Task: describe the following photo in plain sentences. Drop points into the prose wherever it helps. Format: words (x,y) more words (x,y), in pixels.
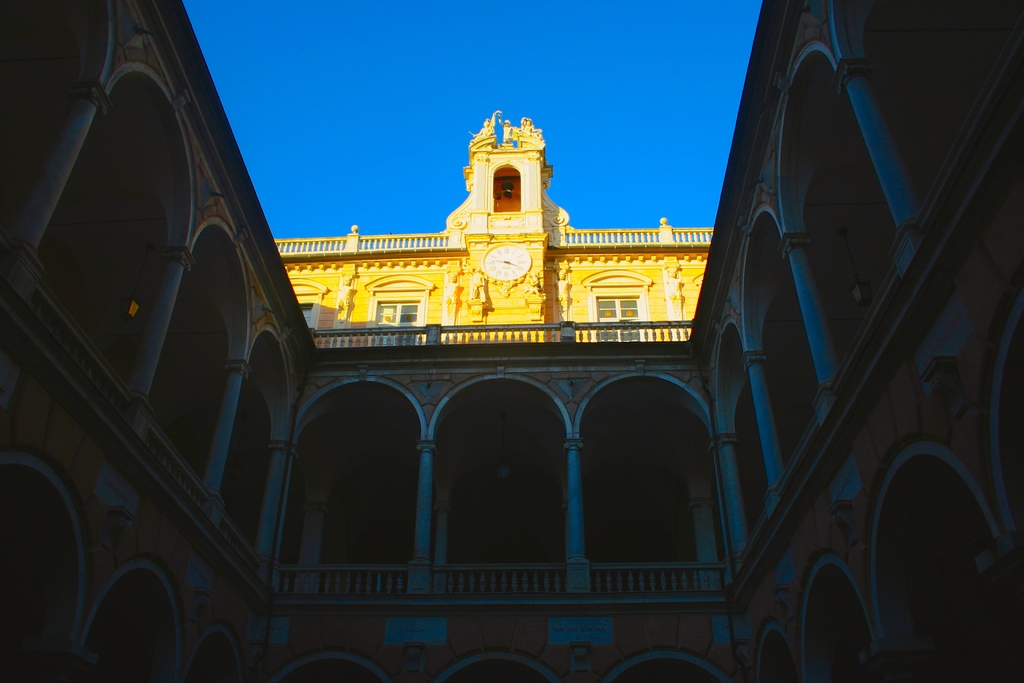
In this picture I can see there is a interior of a building (425,386) and it has multiple floors (227,550) and there are lights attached to the ceiling (118,243) and there is a tower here and there is a clock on the tower (490,248). There are few windows (413,309) and the sky (627,31) is clear.
